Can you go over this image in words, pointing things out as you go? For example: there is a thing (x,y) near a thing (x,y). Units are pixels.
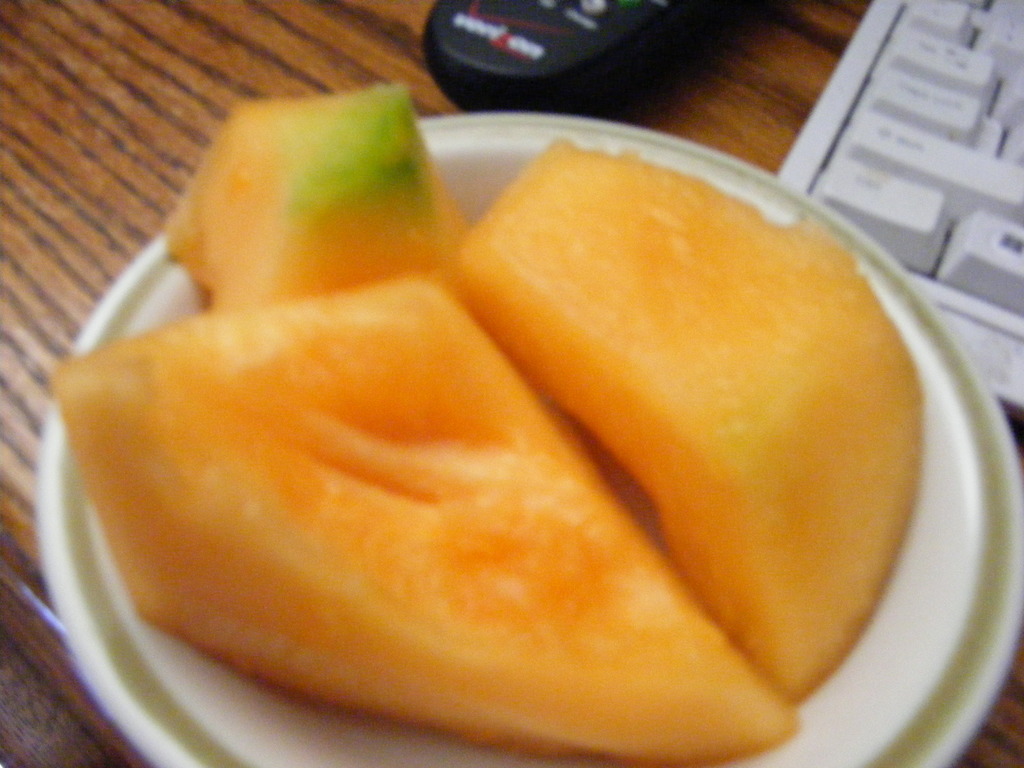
In the image we can see a wooden surface (163,66), on it we can see a gadget (524,44), keyboard (952,103) and plate (945,517). In the plate (908,672) there are pieces of fruit (466,463).
